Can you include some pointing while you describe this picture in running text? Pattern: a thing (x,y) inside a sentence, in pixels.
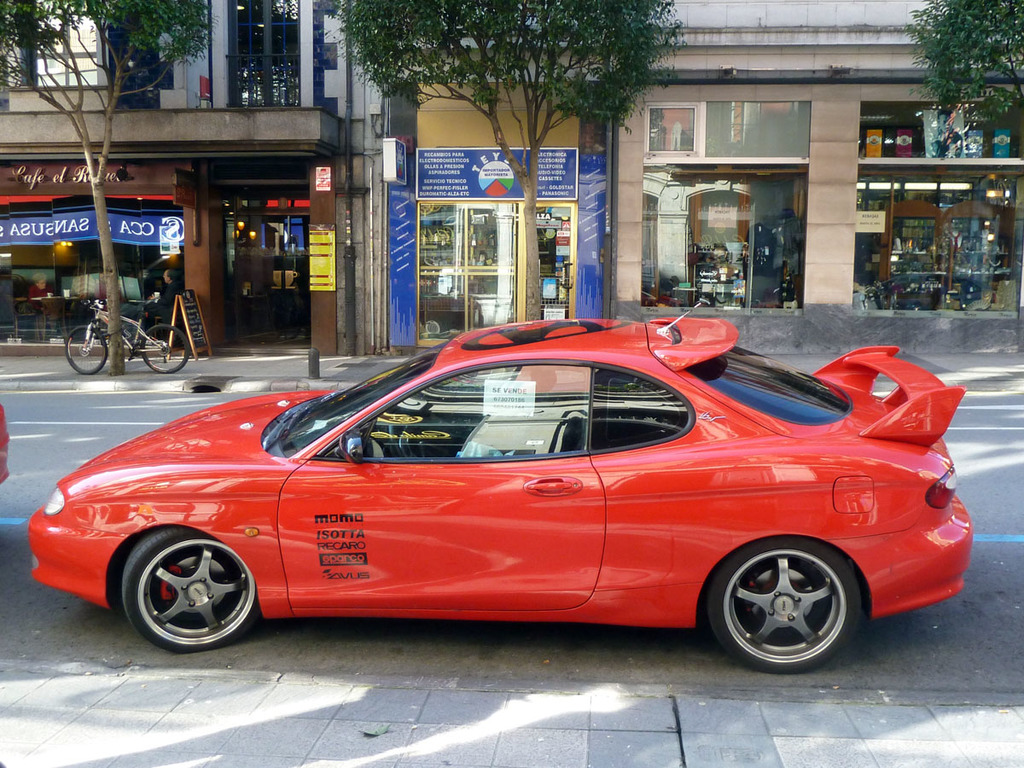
In this image, we can see a red car (474,369), we can see the road (13,519), there are some shops (865,222) and we can see some trees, there is a bicycle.
